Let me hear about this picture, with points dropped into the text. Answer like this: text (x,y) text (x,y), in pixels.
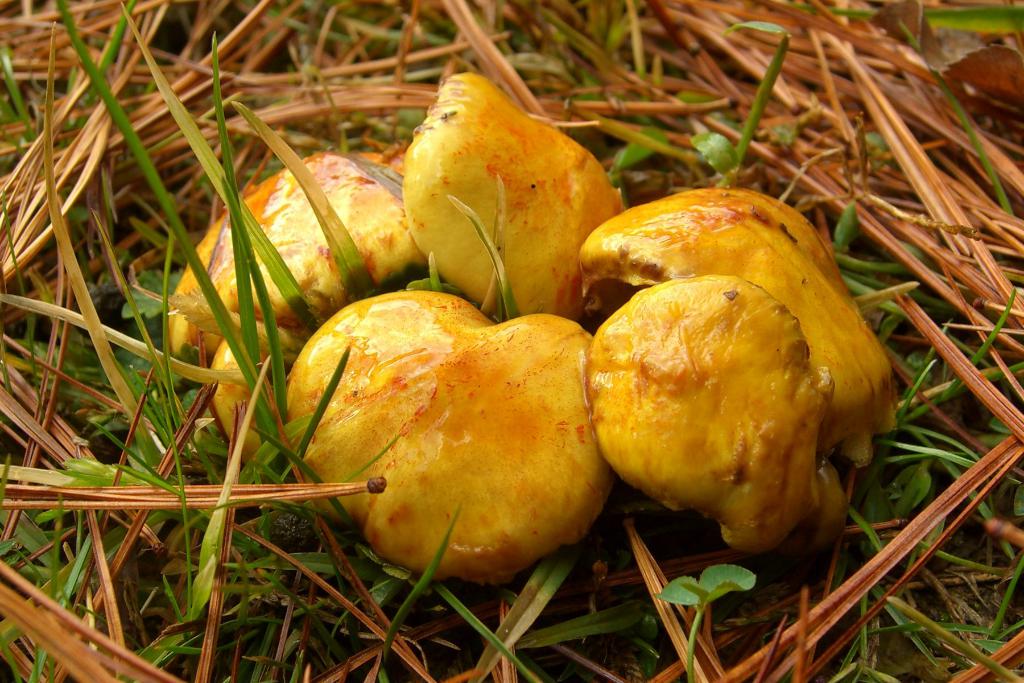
In this image we can see some mushrooms (580,335) and lawn straw (844,142) on the ground (886,284).
